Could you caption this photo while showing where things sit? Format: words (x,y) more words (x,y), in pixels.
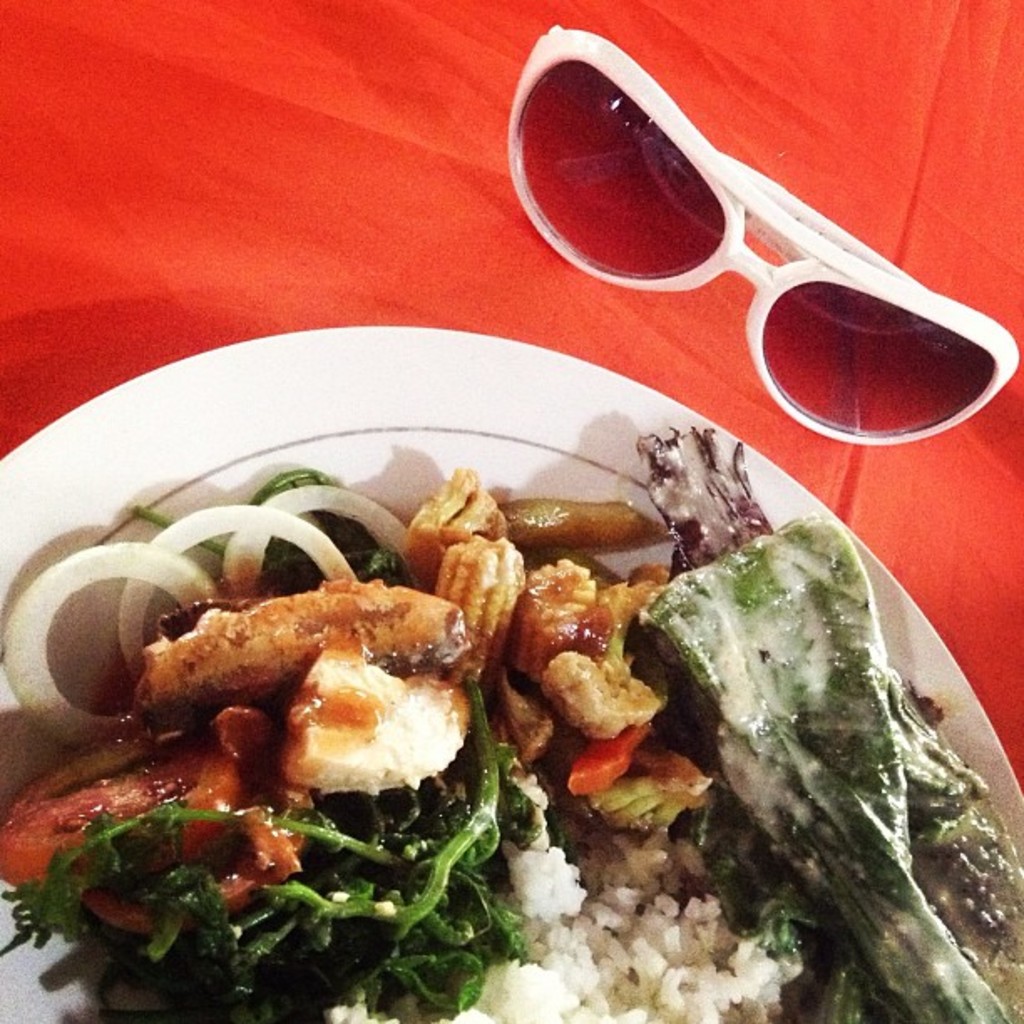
In the picture we can see a plate (57,980) with food items (647,902) like some vegetable slices (141,565) and beside the plate (547,409) we can see a goggles (918,375) are placed on the red color cloth (328,206).
